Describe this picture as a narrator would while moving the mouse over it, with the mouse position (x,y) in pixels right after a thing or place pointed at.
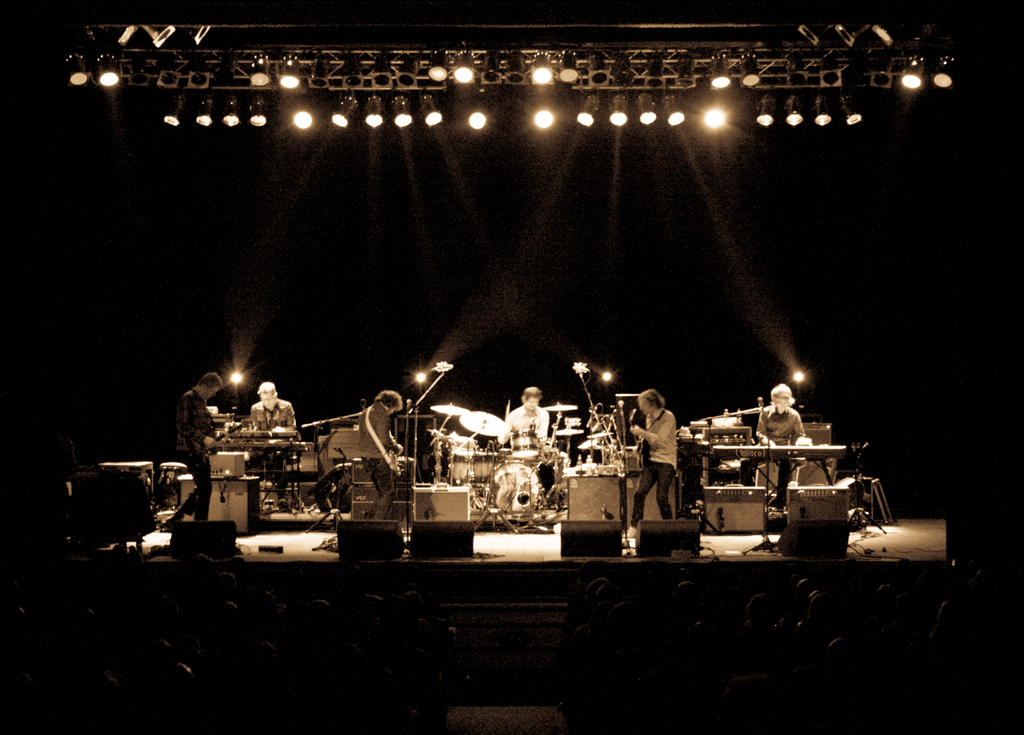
In the foreground (965,619) I can see a crowd (574,657) and a group of people (174,513) are playing musical instruments (204,446) on the stage (493,485). In the background (912,418) I can see lights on a rooftop (415,86) and dark color. This image is taken, may be on the stage (157,541).
